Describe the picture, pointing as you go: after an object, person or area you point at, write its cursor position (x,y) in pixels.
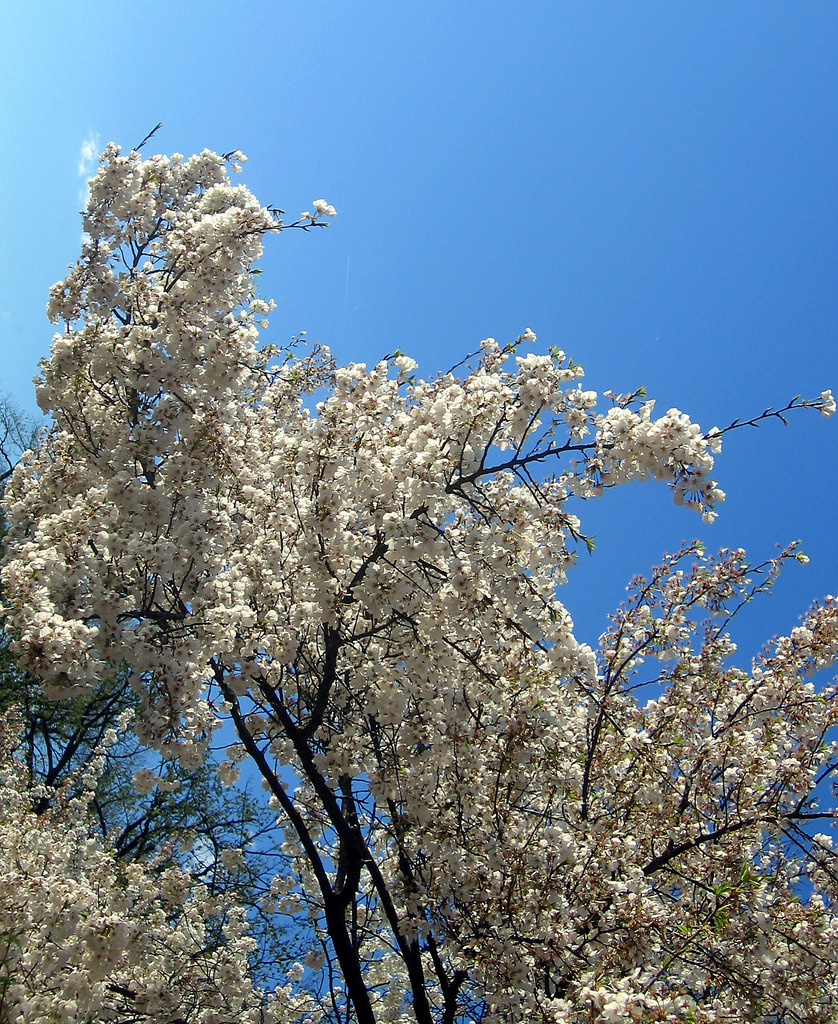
In this picture we can see white color flower tree (366,725) in the middle of the image (520,438). Above we can see clear blue sky (572,226).
